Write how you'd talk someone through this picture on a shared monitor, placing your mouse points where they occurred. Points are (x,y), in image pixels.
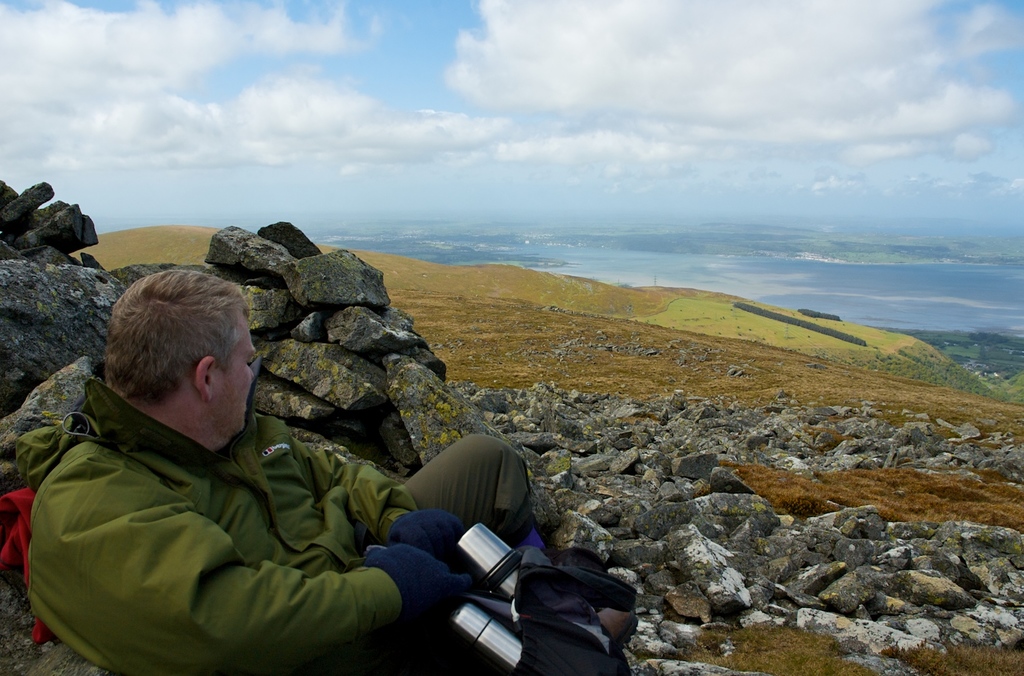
On the left side (243,367), there is a person (282,490) in a green color jacket (226,499), sitting and there are rocks (289,287) on a hill surface (1007,656). On the right side (869,545), there are rocks (960,559). In the background (895,326), there are mountains (796,330), water (660,271) and there are clouds (845,81) in the blue sky (426,52).
